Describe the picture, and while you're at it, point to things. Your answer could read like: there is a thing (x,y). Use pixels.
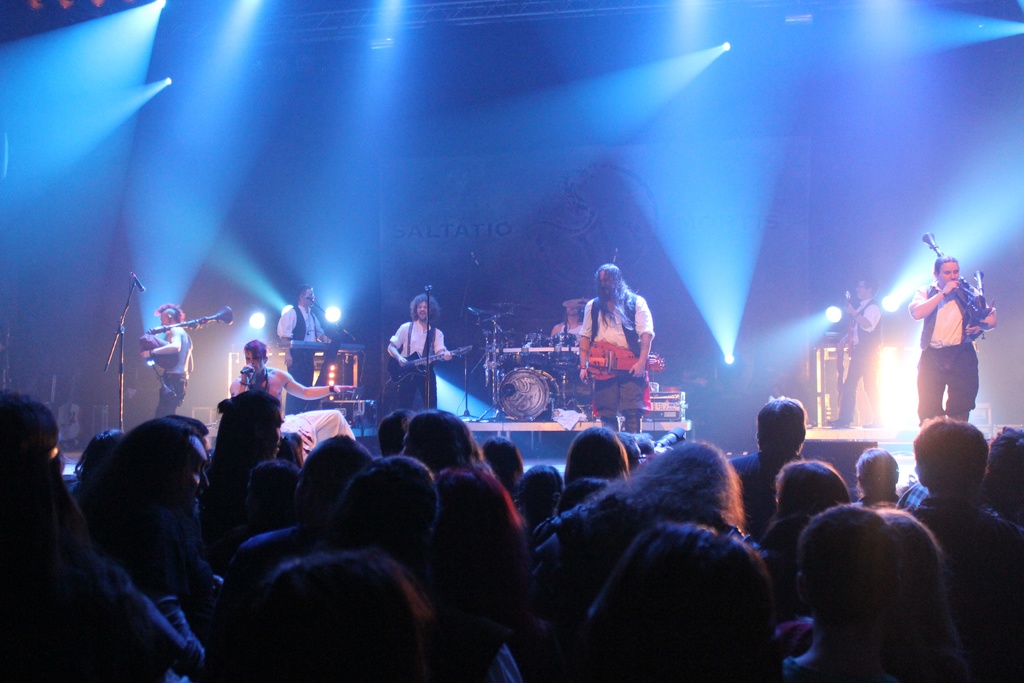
In this picture there are group of people (313,369) who are playing musical instruments (587,371). There are group of people (85,484) who are watching the performance.
